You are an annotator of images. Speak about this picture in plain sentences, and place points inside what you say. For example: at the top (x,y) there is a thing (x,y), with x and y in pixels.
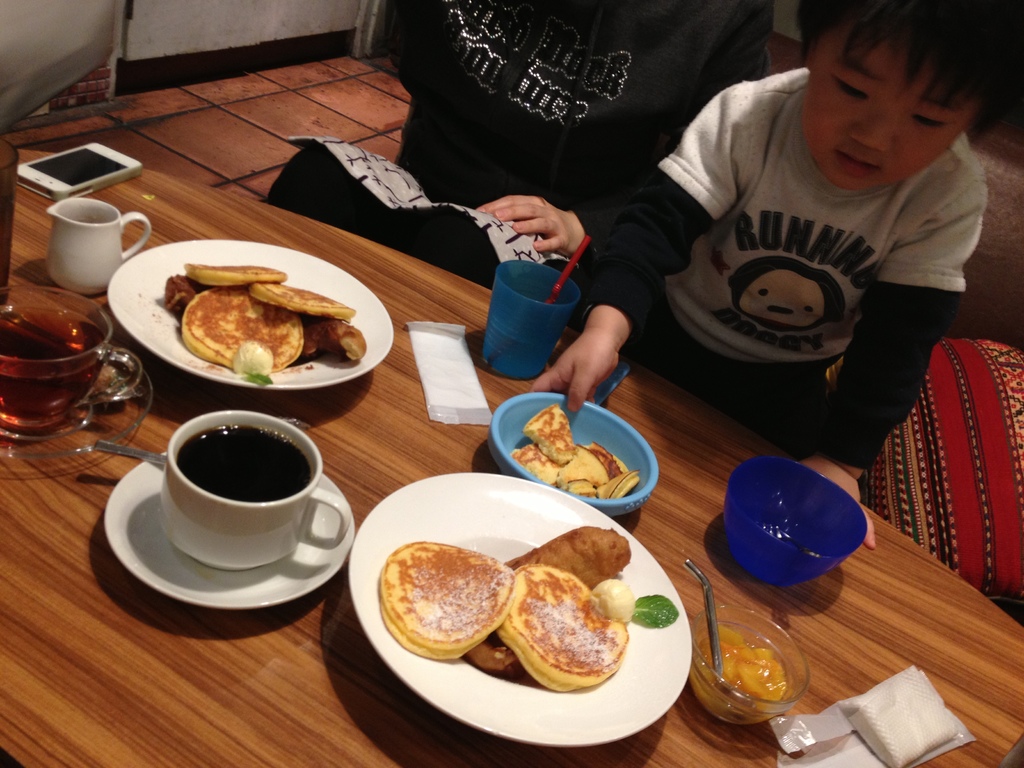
The photo consists of a dining table (96,594). On the table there are plates (182,331) with food (624,630), bowl (778,563), glass (523,285), coffee (238,463) on a cup (184,502), tea (34,382), jug (78,252), mobile (103,165) and few other things (875,695). Beside the table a kid (776,243) is sitting he is holding a bowl (611,424). Beside the kid (673,237) a person (535,93) is sitting.
